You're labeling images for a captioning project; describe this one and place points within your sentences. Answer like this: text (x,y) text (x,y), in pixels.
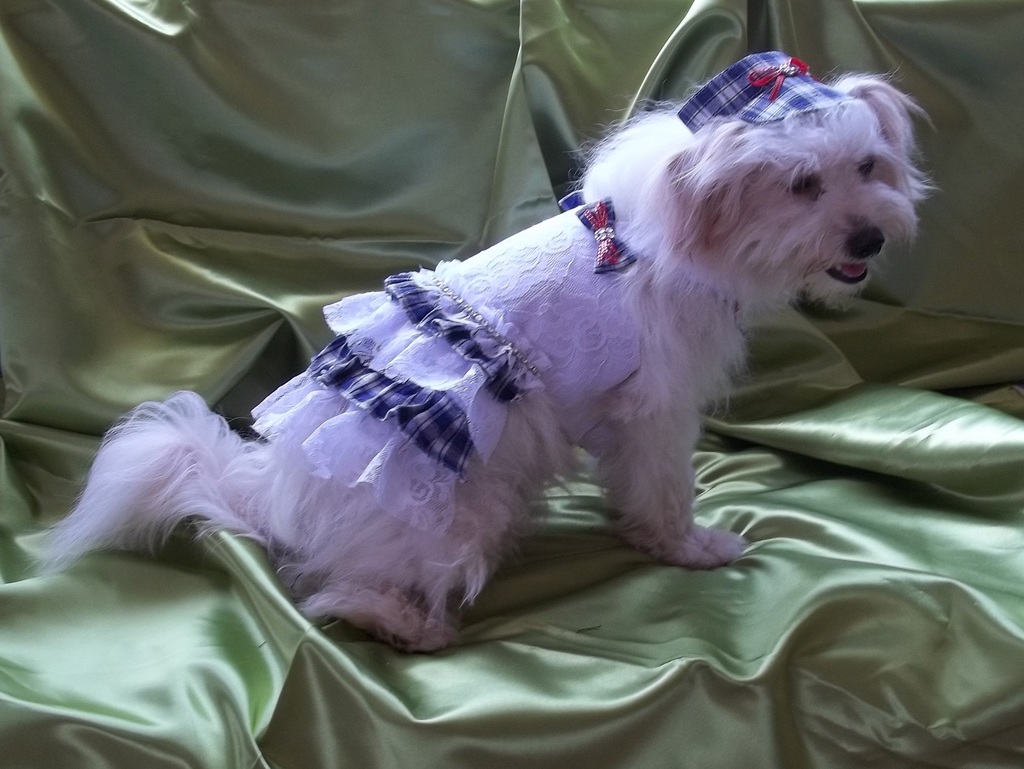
In this image, I can see a dog (403,575) with a costume (497,276) and the dog (677,500) is on a cloth (710,499).
